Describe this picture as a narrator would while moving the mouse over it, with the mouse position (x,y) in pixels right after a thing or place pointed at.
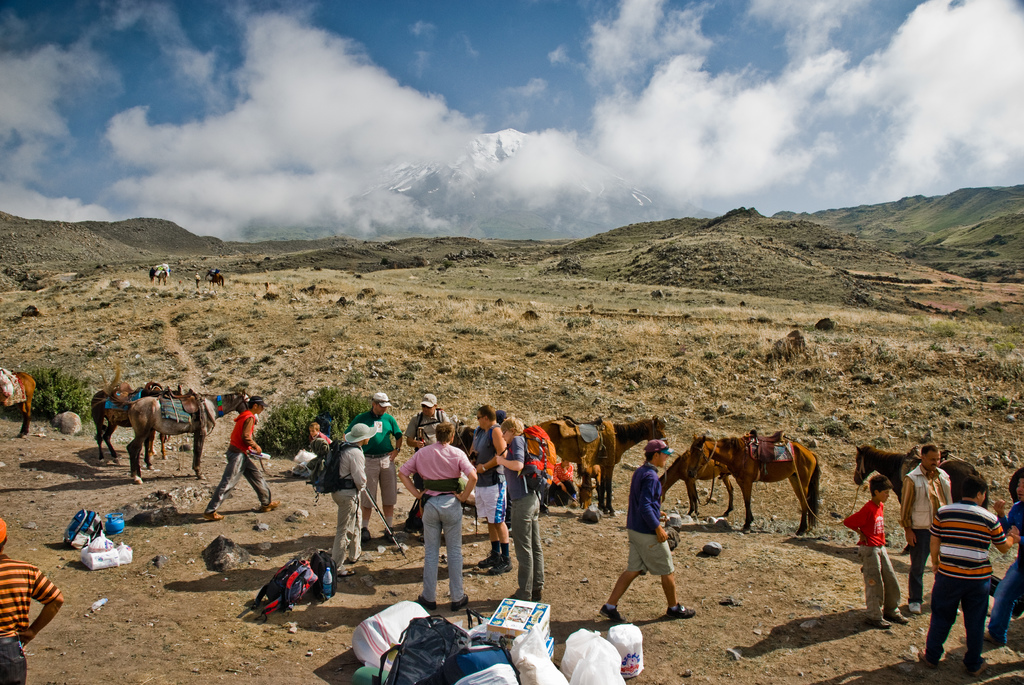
In this image there are few people (376,459) standing on the ground (402,540) and talking with each other. At the bottom (450,637) there is luggage (438,639). In the background (533,288) there are hills (781,278) and stones (271,298). At the top (513,53) there is the sky (572,33). There are horses (215,409) in the ground (756,488).
